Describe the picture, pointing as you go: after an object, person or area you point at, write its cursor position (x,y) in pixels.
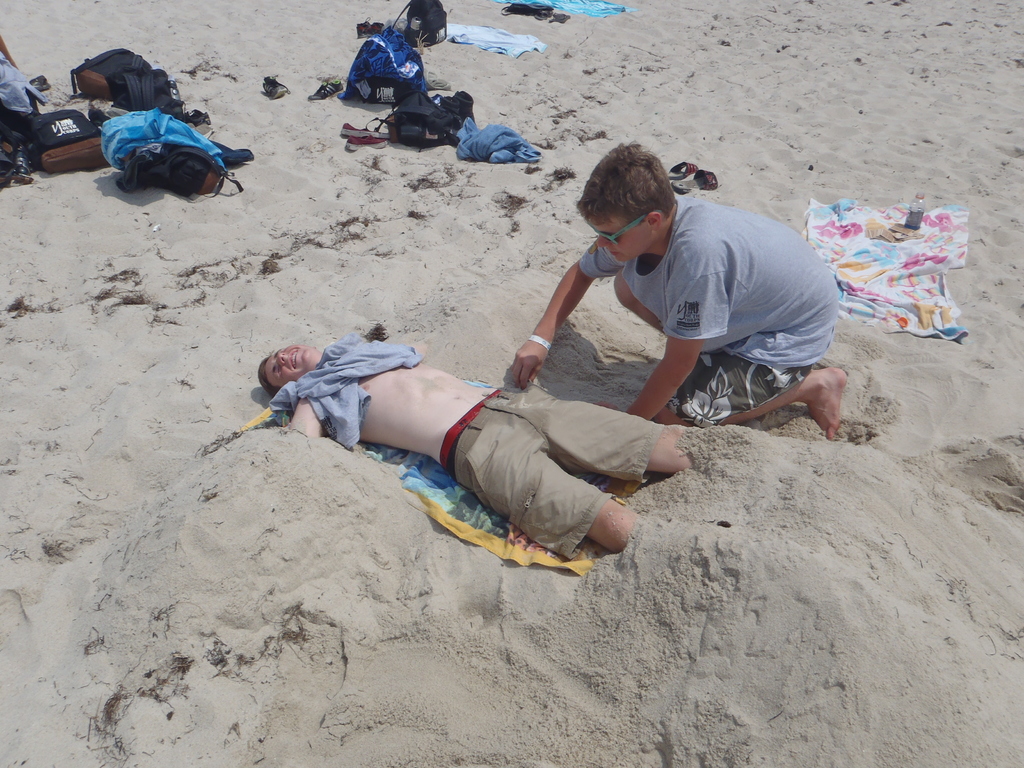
In this picture I can see a person (422,447) lying in the sand (674,578). I can see a boy (638,267) on the right side (695,330). I can see the bags (151,184) and clothes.
